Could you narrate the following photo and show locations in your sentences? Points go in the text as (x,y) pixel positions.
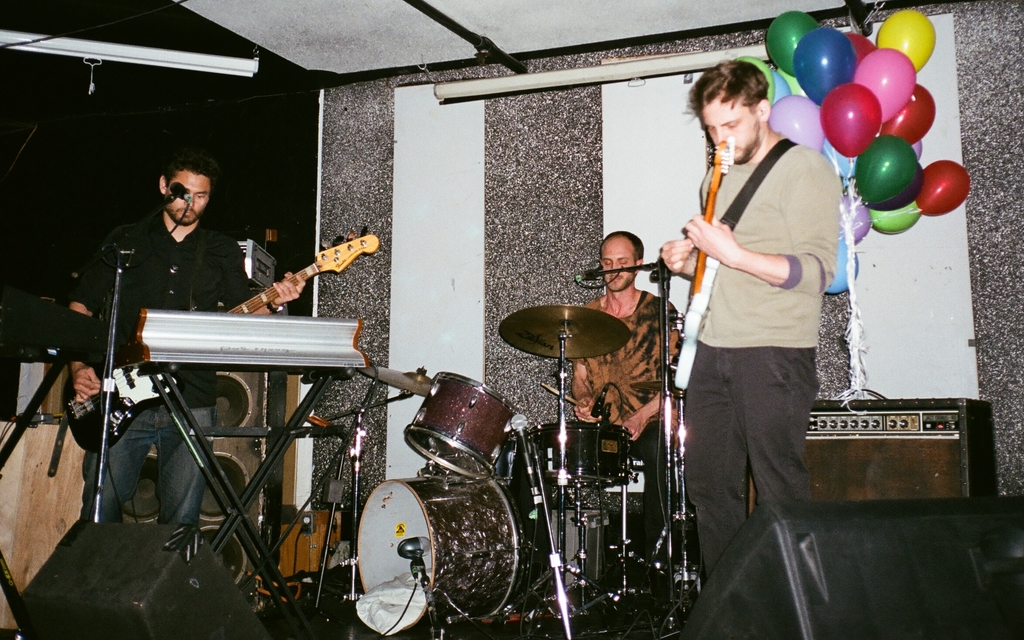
This image might be clicked in a musical concert. There are balloons (837,122) at the top (864,130). There are so many musical instruments (391,532) in the middle (348,321). There are 3 persons (112,481) in the middle (646,313). Two are playing guitar (686,385), one is playing drums (474,459).
